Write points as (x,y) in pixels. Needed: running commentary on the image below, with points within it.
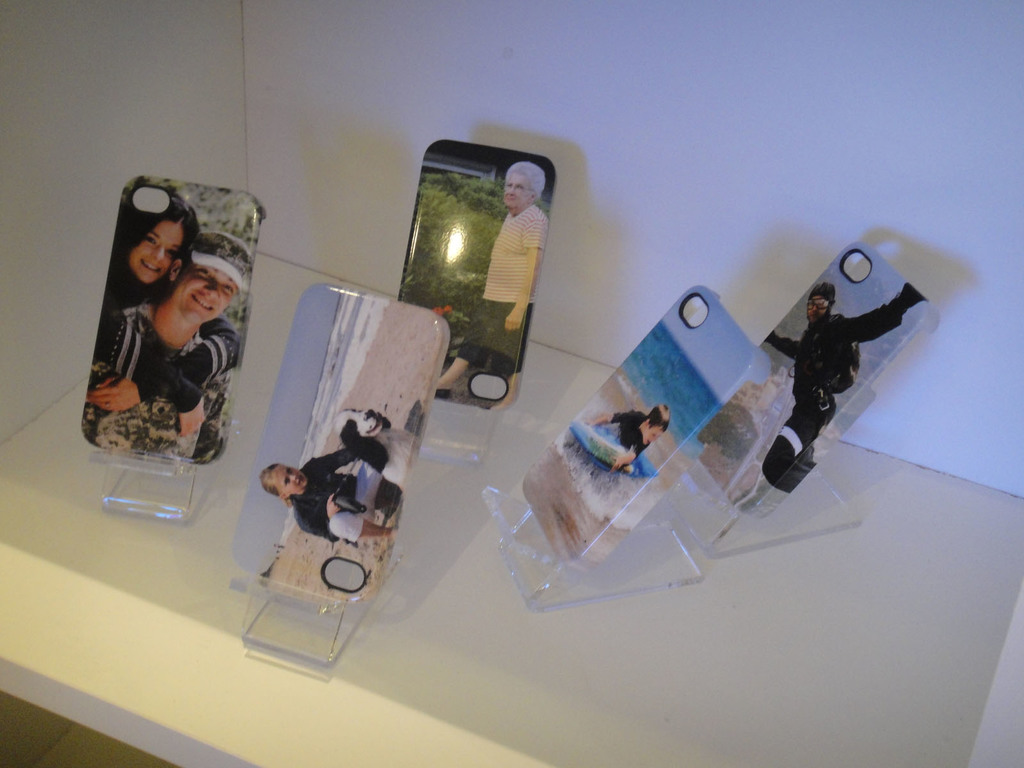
In this picture we can see mobile back cases (301,392) with stands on the white platform (401,628). We can see wall (645,128).
